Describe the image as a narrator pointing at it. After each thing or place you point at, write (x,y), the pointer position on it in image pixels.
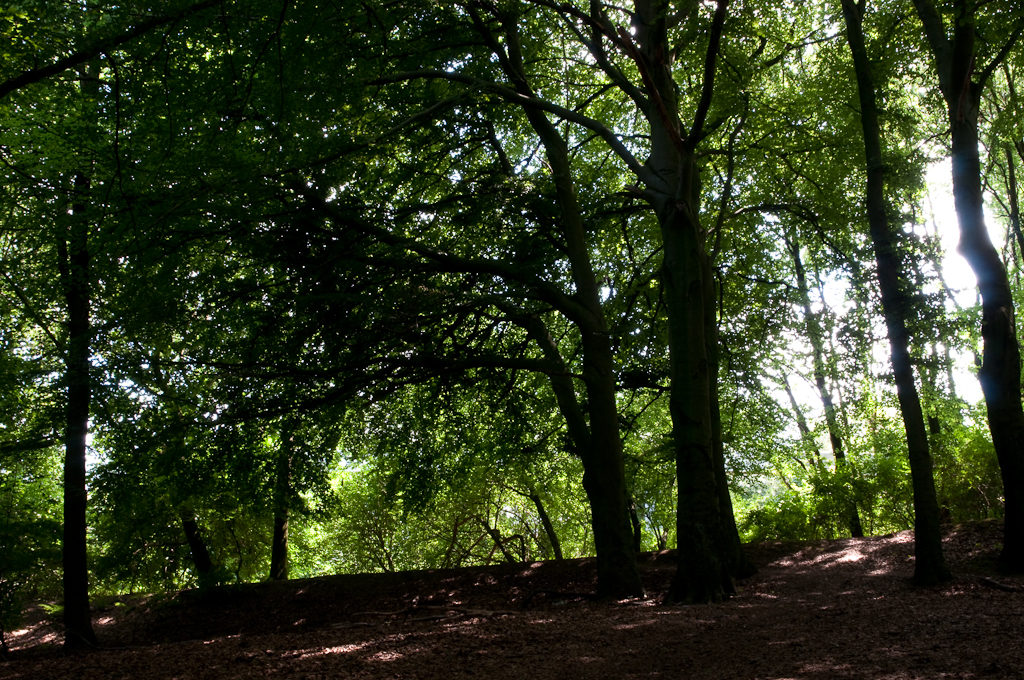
In the image there are trees (593,371) all over the place on the land (350,635).
